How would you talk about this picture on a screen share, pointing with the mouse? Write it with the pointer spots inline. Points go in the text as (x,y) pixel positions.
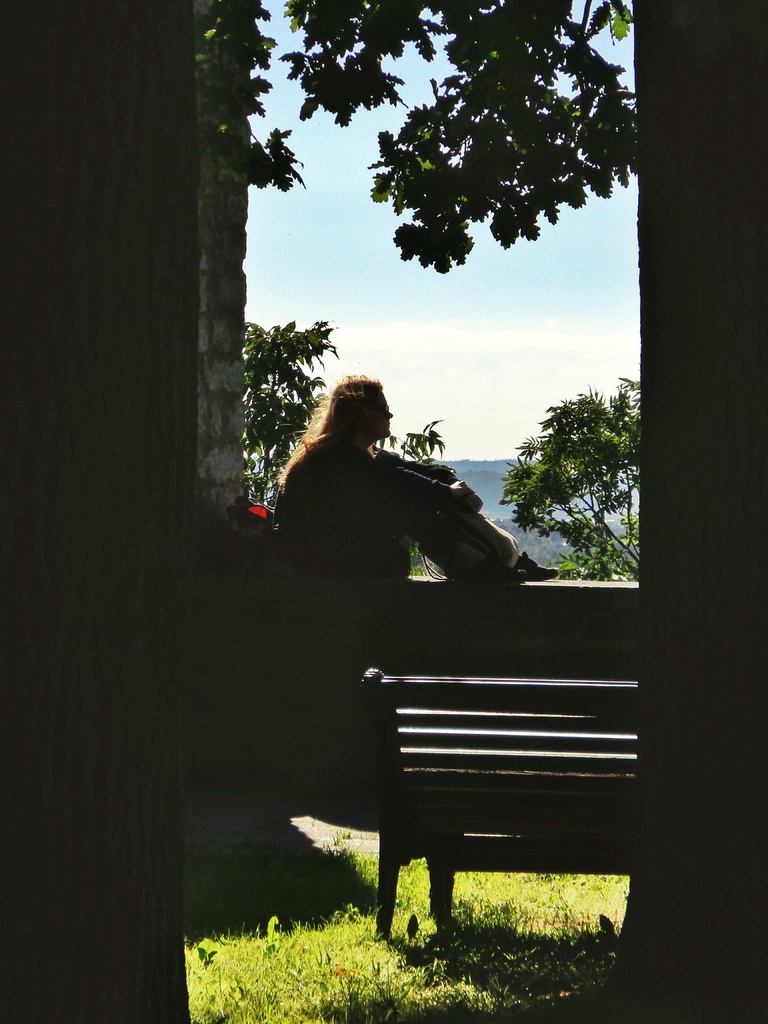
In this picture I can see a human (359,503) sitting and I can see a bench (487,864) and looks like a wall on the left side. I can see trees (702,437) and grass (535,956) on the ground (310,979) and I can see hill (493,473) and a blue cloudy sky (356,262).
